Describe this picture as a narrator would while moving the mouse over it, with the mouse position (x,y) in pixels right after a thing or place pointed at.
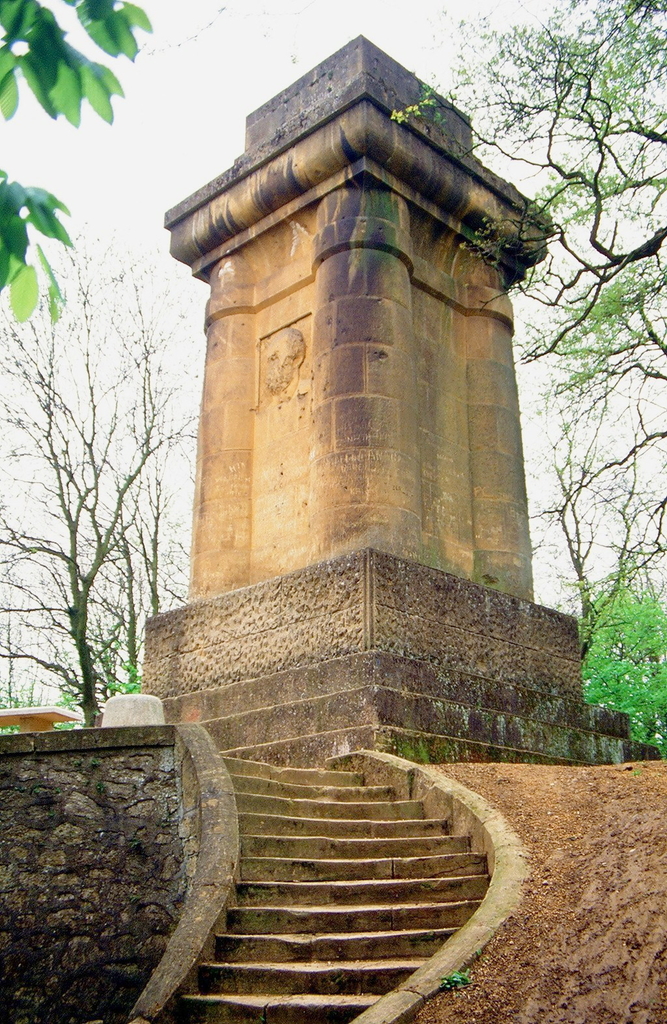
This picture is clicked outside. In the foreground (328,876) we can see the stairway (314,832). In the center (343,404) there is an object (350,112) which seems to be the monument (409,442). In the background (112,440) we can see the wall (61,742), trees (2,219) and some other objects (146,707).
